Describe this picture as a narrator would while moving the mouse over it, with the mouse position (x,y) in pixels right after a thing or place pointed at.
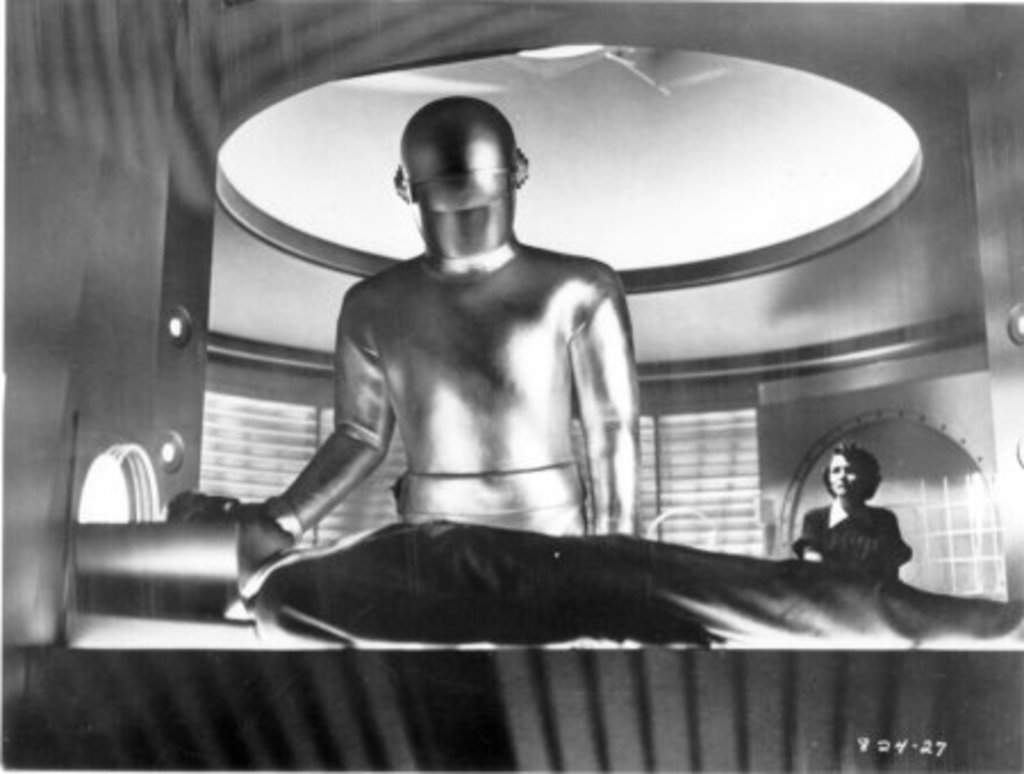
In this black and white picture there is a person (445,630) lying on a table (424,645). Beside him there is another person (494,369) standing. To the right (855,490) there is a woman (861,494) standing. In the background (733,415) there is a wall (796,420). In the bottom right (863,748) there are numbers (897,749) on the image.
